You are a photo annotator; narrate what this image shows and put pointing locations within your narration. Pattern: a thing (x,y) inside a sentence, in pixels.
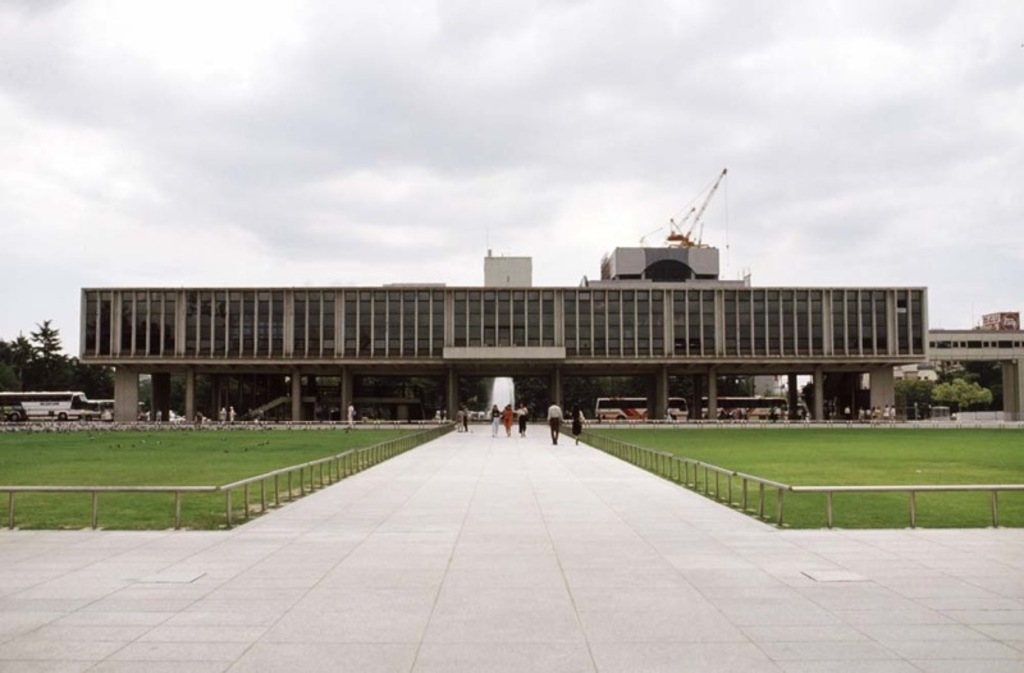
In this picture we can see few people (557,416) walking on the path (57,536). There is some fencing (995,487) on right (794,509) and left side (319,461). Some grass (181,476) is visible on the ground (195,472). There is a building (560,336), few trees (971,397) and some vehicles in the background (984,364). We can see an object (707,203) on top of the building (449,405). Sky (676,219) is cloudy.
